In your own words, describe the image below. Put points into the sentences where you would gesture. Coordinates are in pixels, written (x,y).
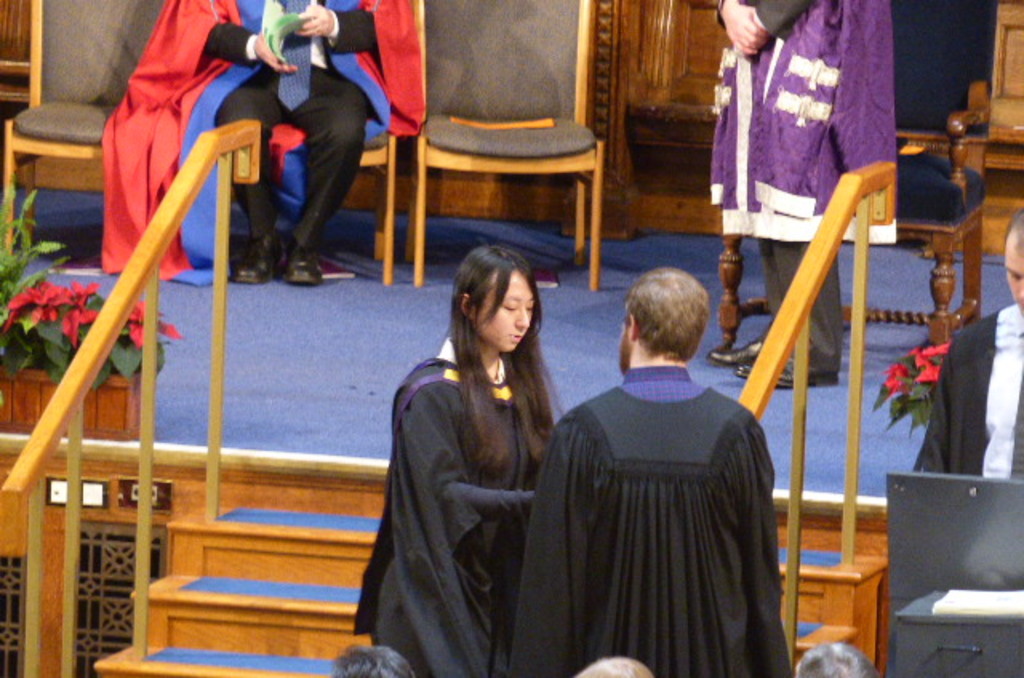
In this image I can see few people (346,27) where one is sitting on a chair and rest all are standing. I can also see most of them are wearing black dress (705,418). Here I can see a plant (11,349), stairs (285,633) and few more chairs (968,96).
